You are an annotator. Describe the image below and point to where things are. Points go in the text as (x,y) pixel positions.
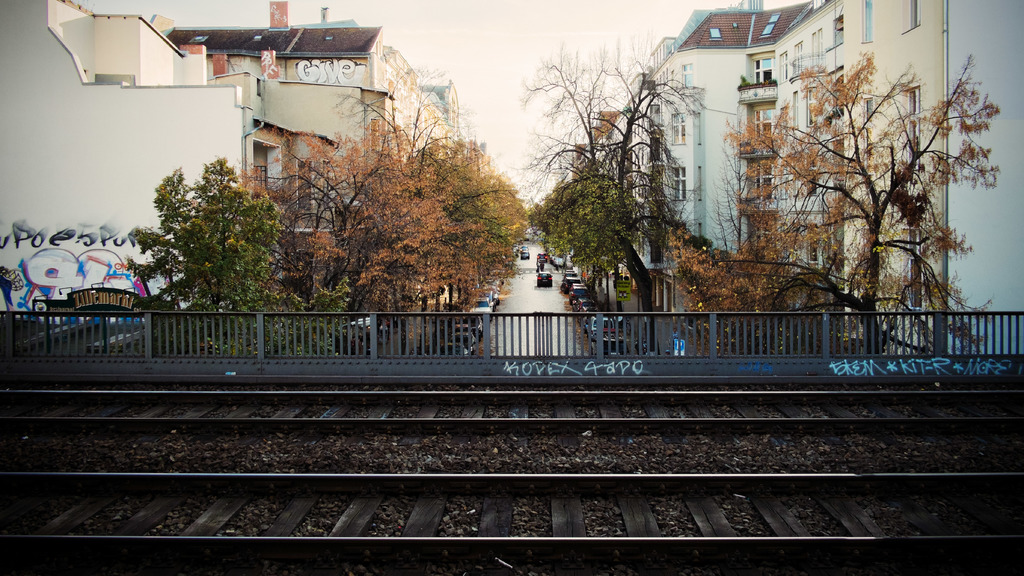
In this picture we can see a railway track (485,492) in the front (339,471) bottom side. Behind we can see iron fencing railings (619,345) and some trees (412,250). In the background (444,88) we can see white buildings (771,100) on both sides.
